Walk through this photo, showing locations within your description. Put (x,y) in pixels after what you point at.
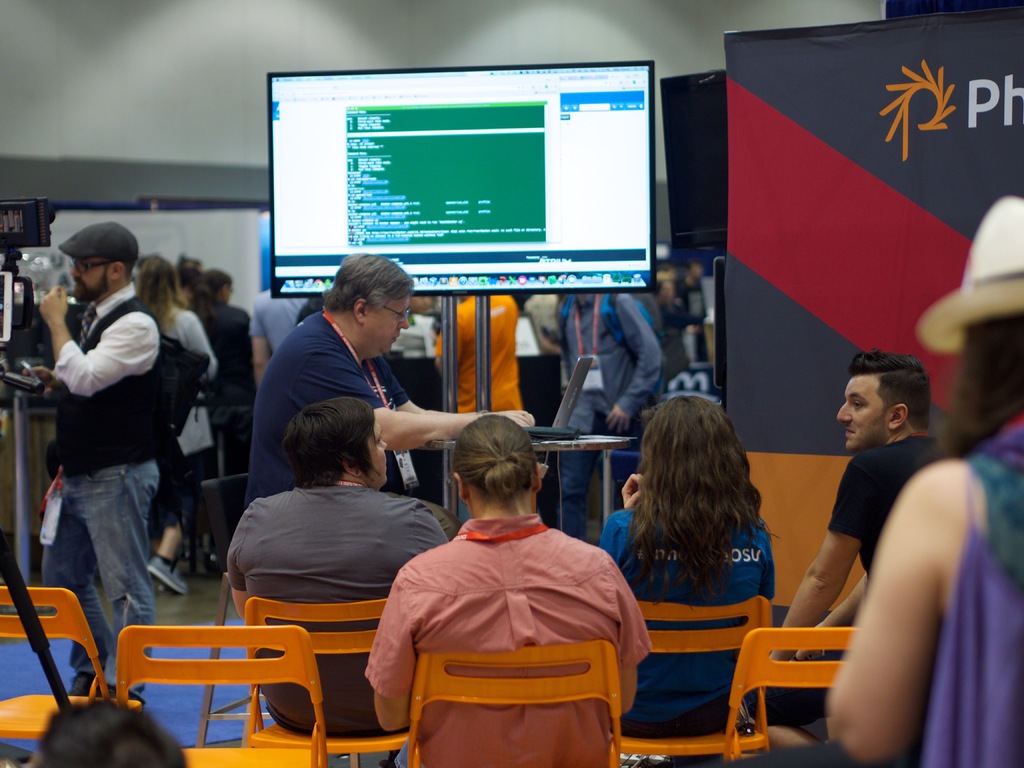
This image consists of many people (681,671) sitting in the chairs (543,692). The chairs (524,651) are in orange color. To the right (833,188), there is a banner (840,225). In the middle (451,272), there is a TV (531,268). In the background (242,153), there is a wall (217,259).
